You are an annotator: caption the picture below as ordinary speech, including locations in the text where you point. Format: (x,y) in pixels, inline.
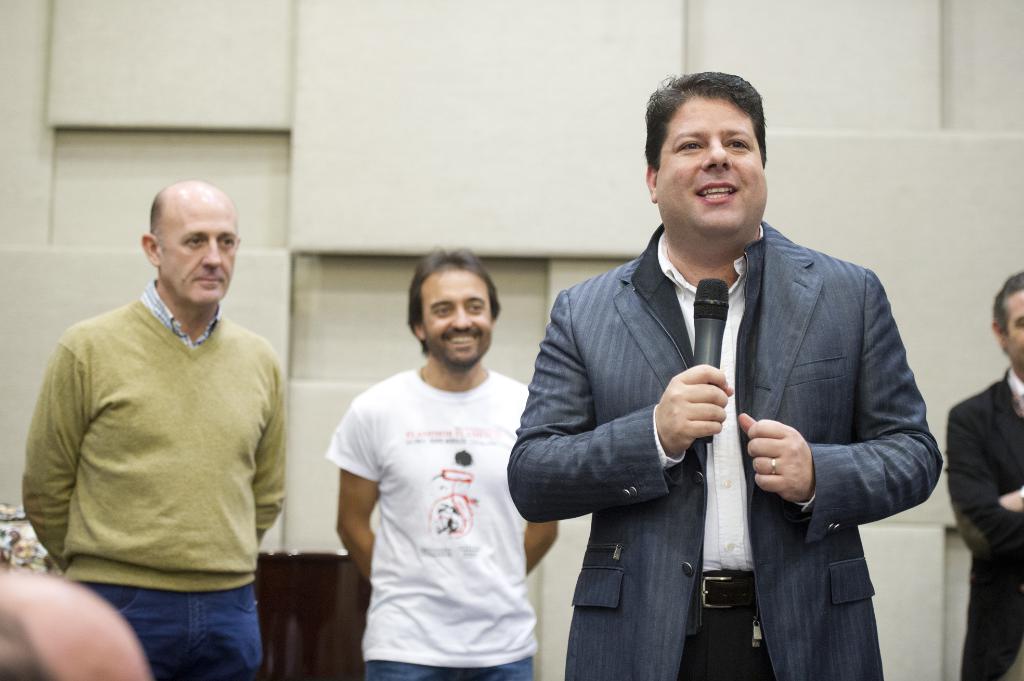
In the center of the image (602,293) there is a person (566,514) wearing a suit (572,680) and holding a mic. In the background of the image (494,400) there are persons (350,499). There is a wall (301,35).
